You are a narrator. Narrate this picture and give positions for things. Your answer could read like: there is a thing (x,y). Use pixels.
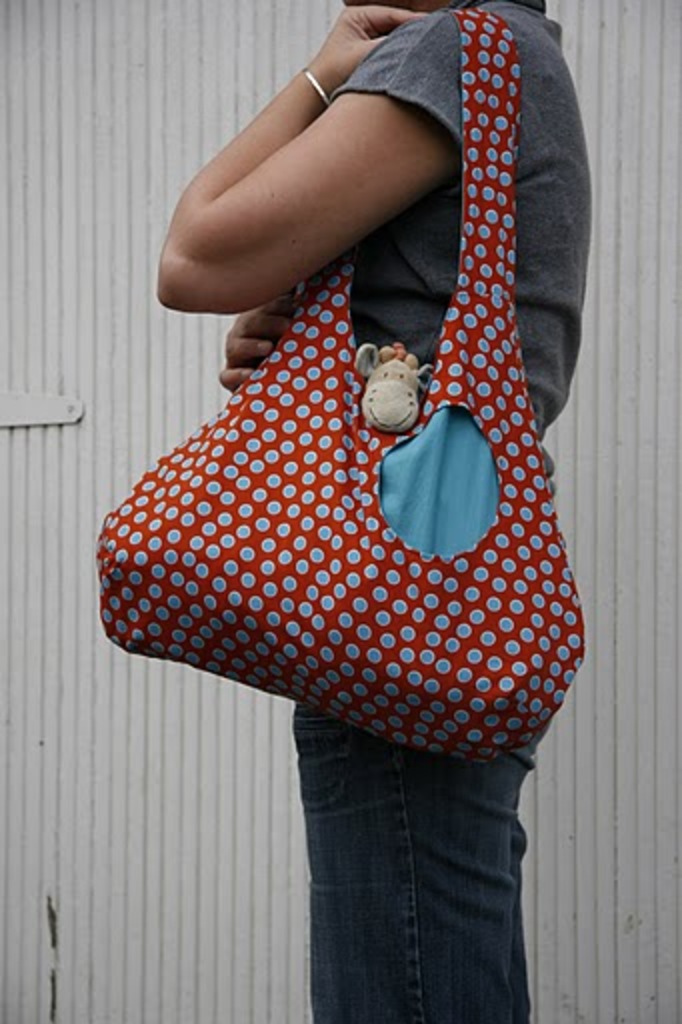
there is a person (475,998) standing wearing a bag (466,125).
